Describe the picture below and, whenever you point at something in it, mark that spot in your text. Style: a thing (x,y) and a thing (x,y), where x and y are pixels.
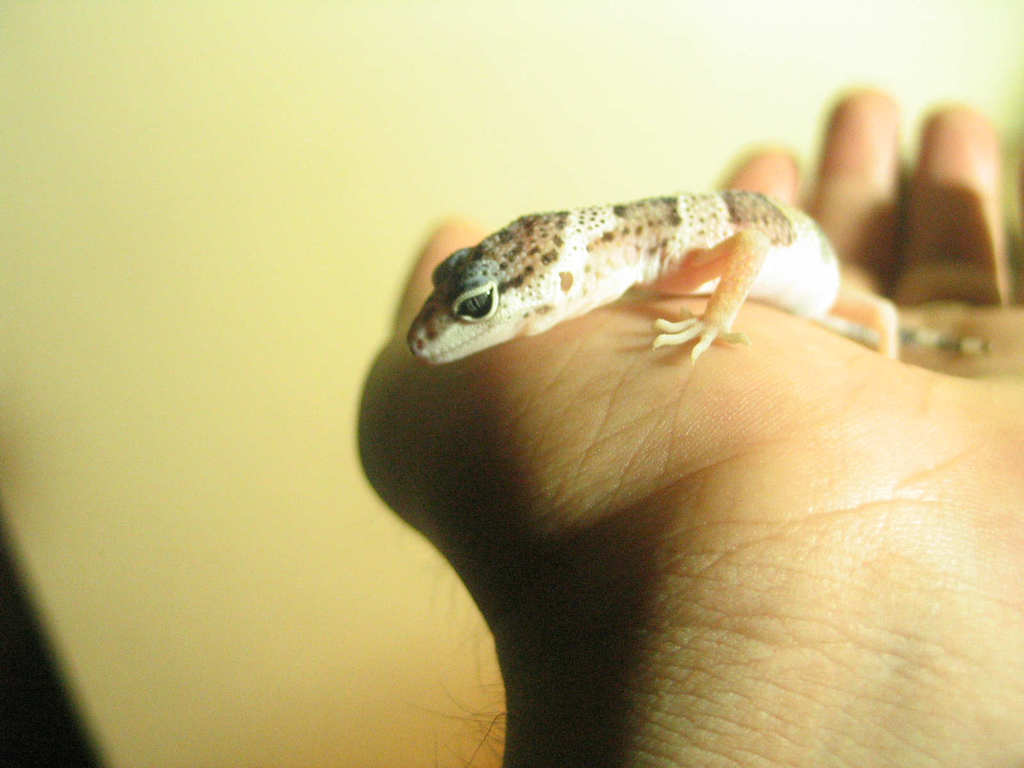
In this image we can see a lizard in the human hand (740,543). It seems like a wall (159,684) in the background (160,677).
